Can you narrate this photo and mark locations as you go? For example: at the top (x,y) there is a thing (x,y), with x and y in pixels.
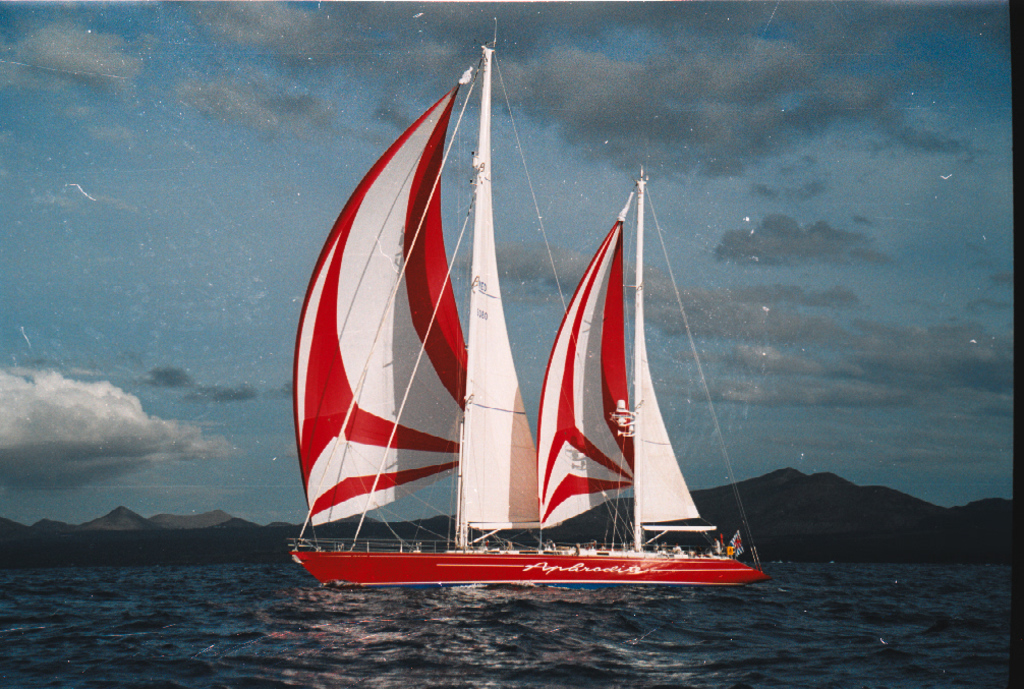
This is an outside view. Here I can see a ship (430,549) on the water (418,624). In the background (819,494) there are few hills (799,484). At the top of the image (192,193) I can see the sky (171,299) and clouds (73,425).
